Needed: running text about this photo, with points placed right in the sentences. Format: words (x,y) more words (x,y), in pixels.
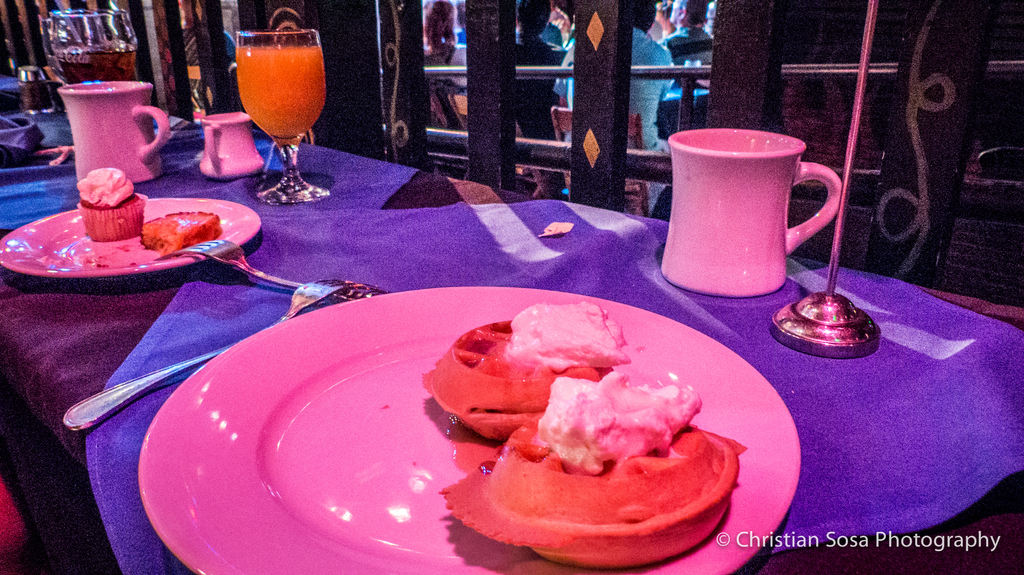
In this image I see tables (2,167) on which there are glasses (296,190), cups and plates (193,533) on which there is food (82,180) and I see the forks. In the background (445,30) I see few people (445,7) who are sitting on chairs (433,89).
